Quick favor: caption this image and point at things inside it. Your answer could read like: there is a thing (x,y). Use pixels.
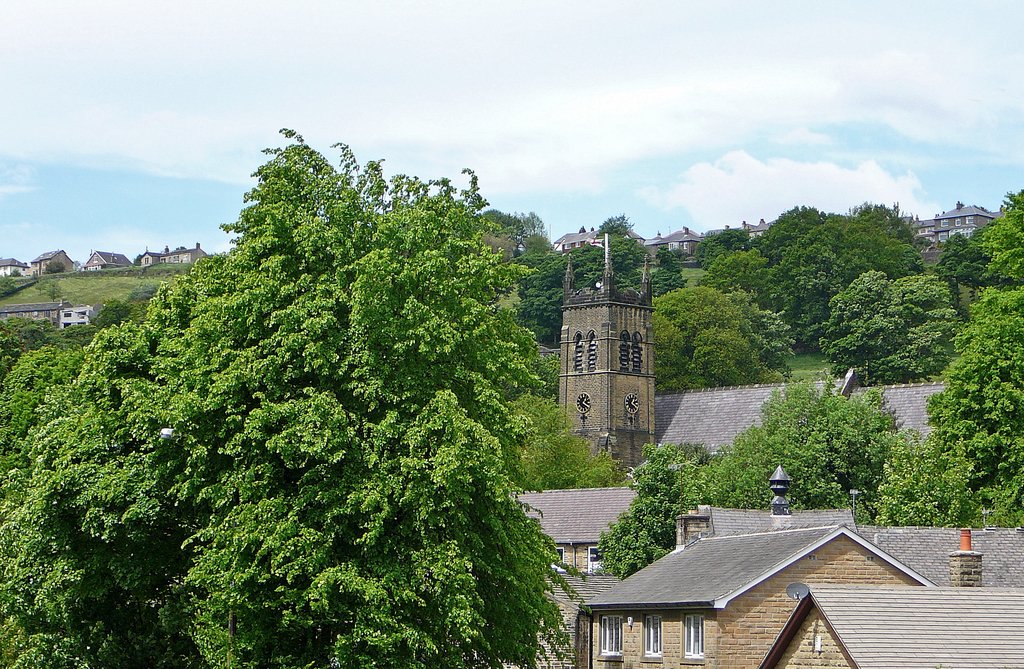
In the picture I can see some houses (760,601) and trees (509,371).
